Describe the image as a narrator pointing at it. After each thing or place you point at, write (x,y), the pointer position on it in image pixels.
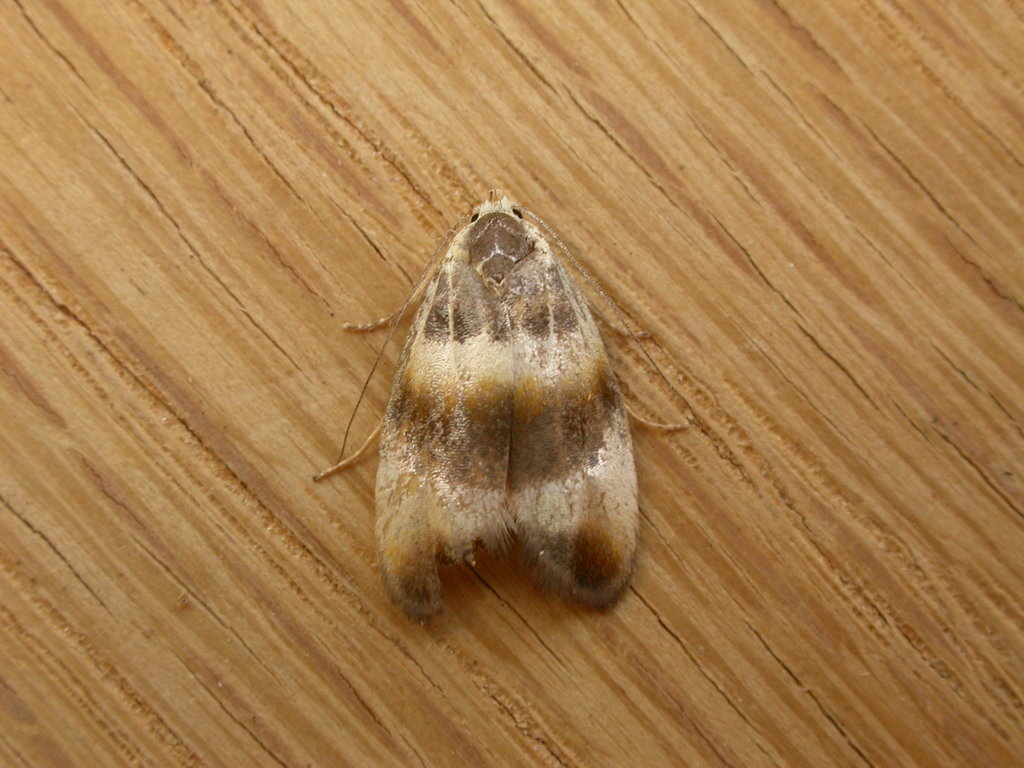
In this picture we can see an insect (406,307) on a wooden surface (773,147).
